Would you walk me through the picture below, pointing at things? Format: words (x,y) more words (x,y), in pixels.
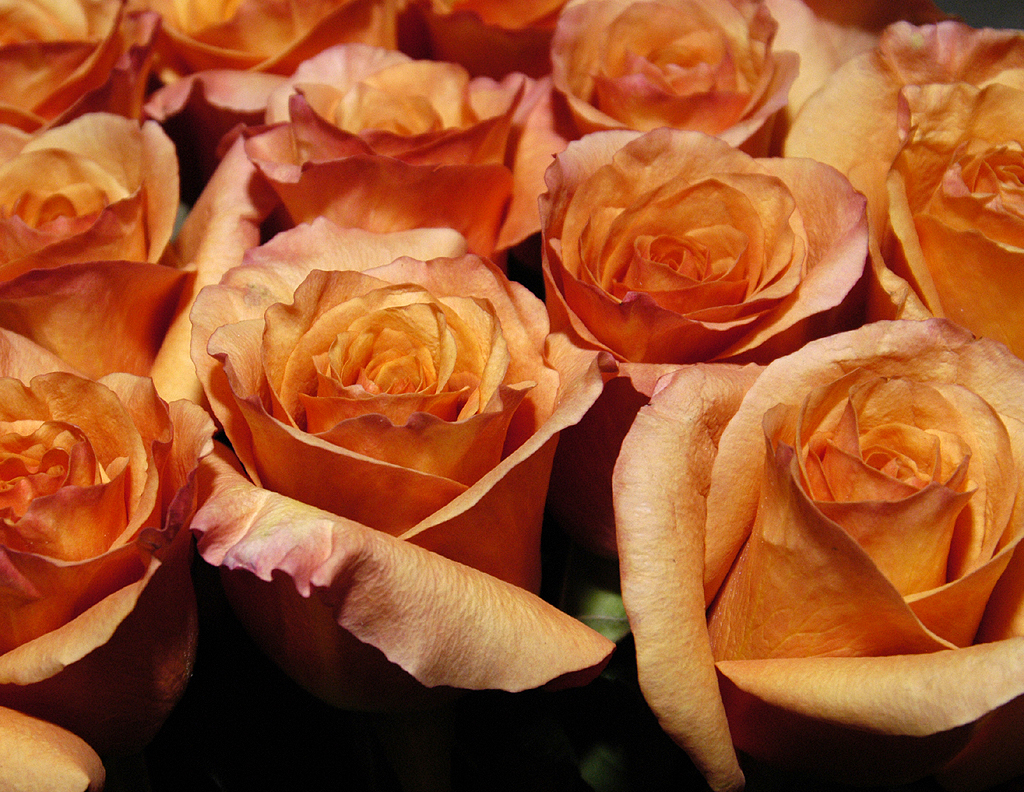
In this image we can see a bunch of roses (509,302).
